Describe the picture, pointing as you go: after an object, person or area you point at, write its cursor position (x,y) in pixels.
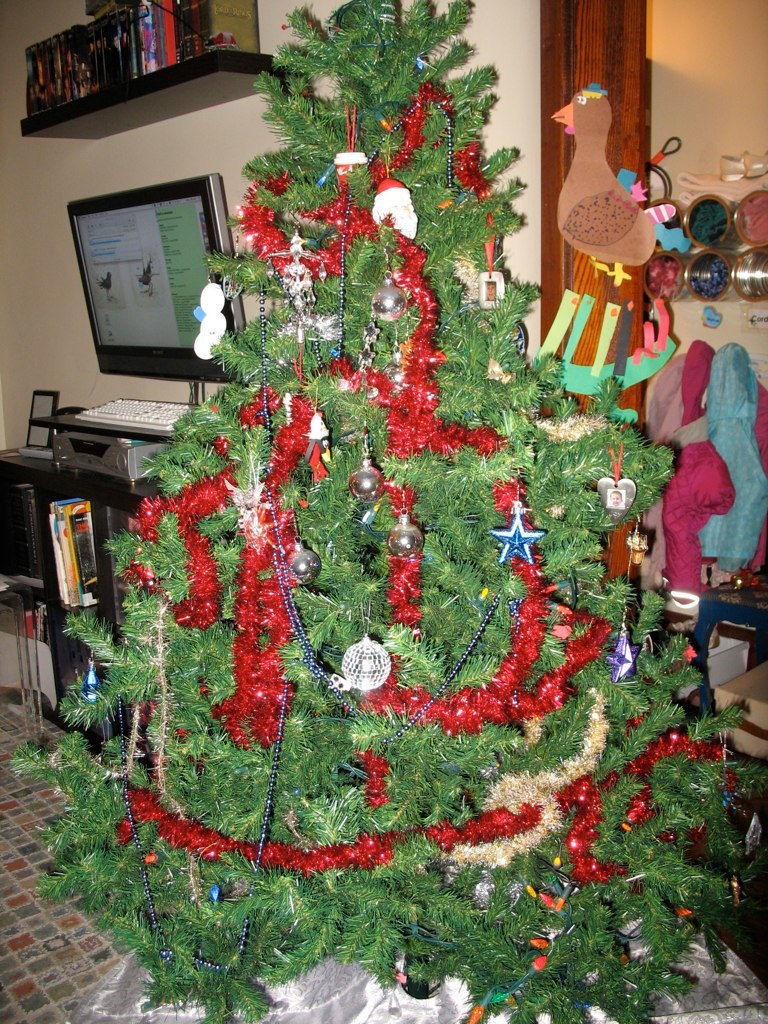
This is the picture of a room (748,132). In the foreground (380,577) there is a Christmas tree (525,906) and there are stars (507,539) and balls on the tree (92,632). On the right side of the image (597,210) there are objects (695,560). On the left side of the image (131,56) there are books (131,56) in the cupboard (203,56) and there is a computer (115,235) and keyboard (184,422) on the table (65,545) and there are books (61,595) in the cupboard (39,501).
